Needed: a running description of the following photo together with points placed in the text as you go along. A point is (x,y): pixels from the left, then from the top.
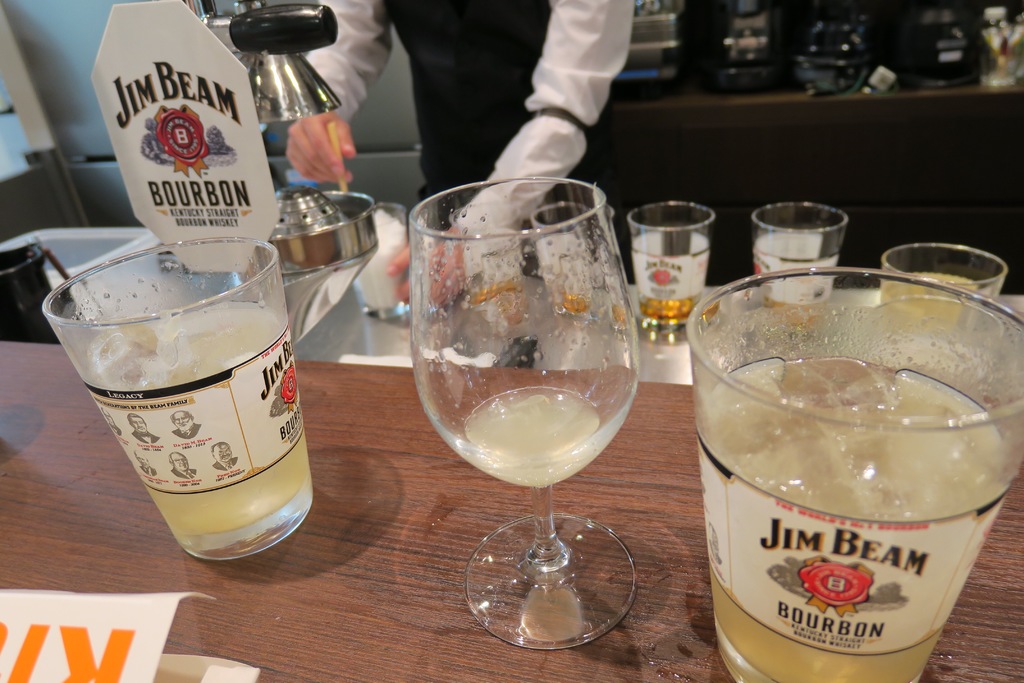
In this picture there are some glasses (528,337) on the table top (580,602). Behind there is a waiter (543,103) wearing black and white color shirt (543,103) preparing the drinks (796,265) from the silver machine (273,113).
